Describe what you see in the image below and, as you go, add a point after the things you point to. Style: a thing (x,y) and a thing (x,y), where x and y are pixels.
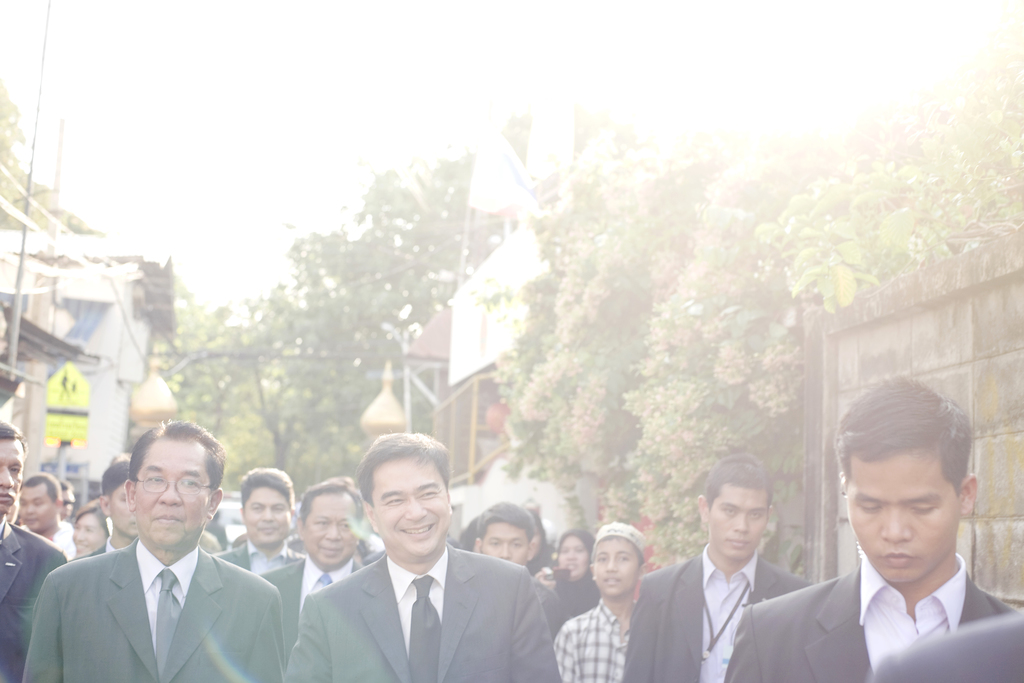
In this image we can see persons (377,567) standing on the ground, sky (309,223), trees (601,295), buildings (106,281), poles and decors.
